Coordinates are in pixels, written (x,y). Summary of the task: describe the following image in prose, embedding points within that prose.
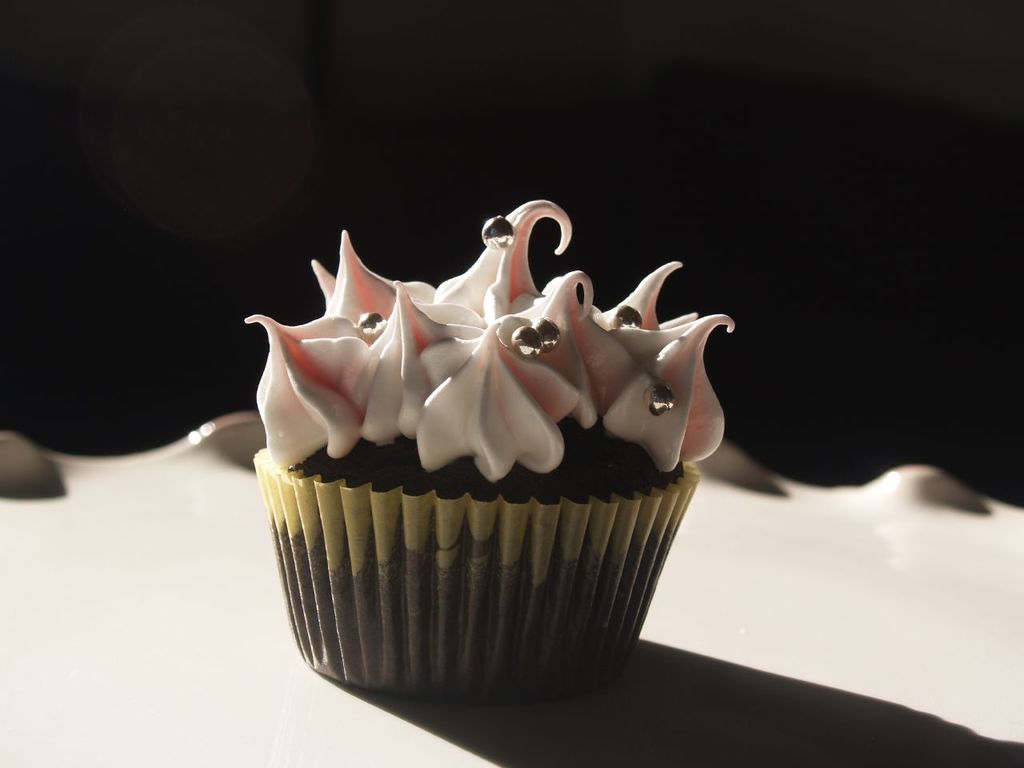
In this picture I can see a cupcake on an object (684,679), and there is dark background (1008,196).
